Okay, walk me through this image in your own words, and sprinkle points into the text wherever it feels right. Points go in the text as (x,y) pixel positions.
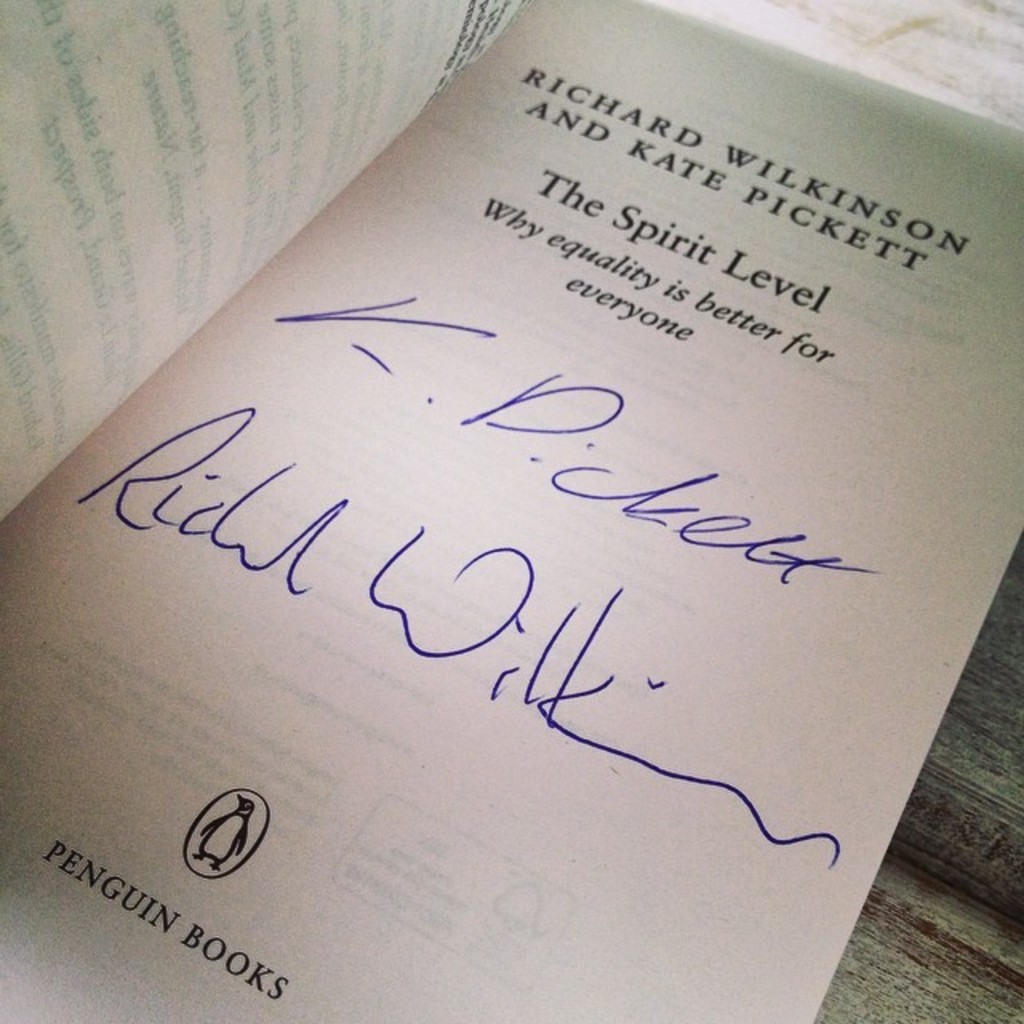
In this image I can see a book (416,540) with some text (702,299) written on it.
